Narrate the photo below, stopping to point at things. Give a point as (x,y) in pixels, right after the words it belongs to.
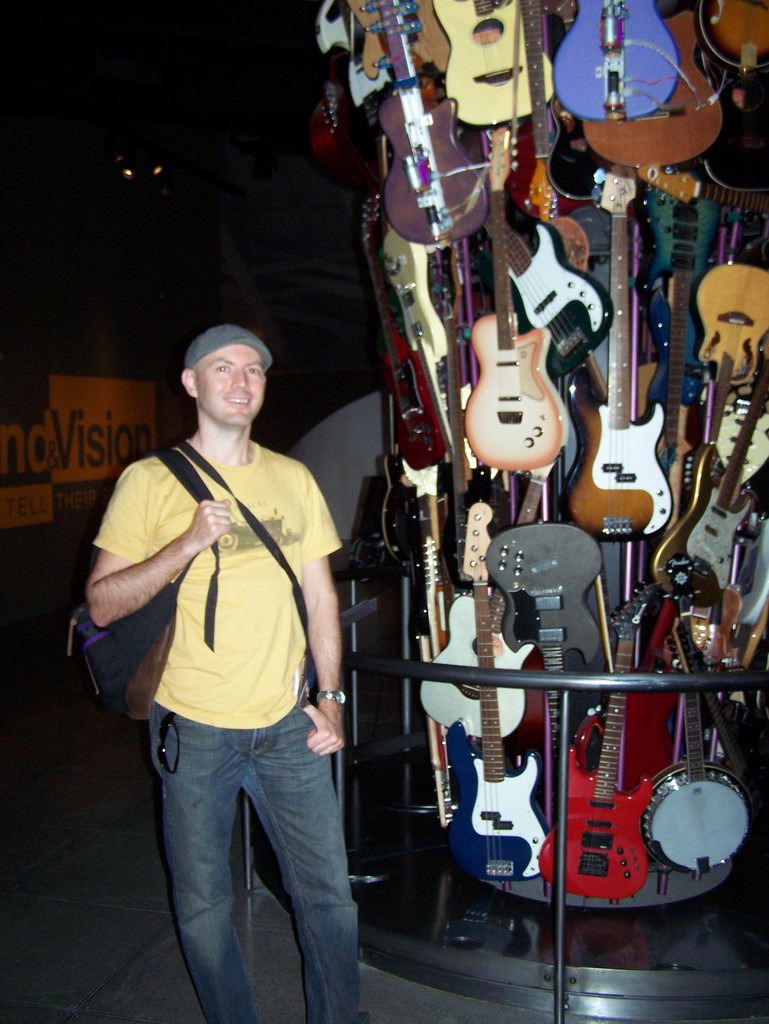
In this image i can see man (229,642) standing and wearing bag (161,607) at the background (625,249) i can see few guitars (488,407) and a board (136,389).
